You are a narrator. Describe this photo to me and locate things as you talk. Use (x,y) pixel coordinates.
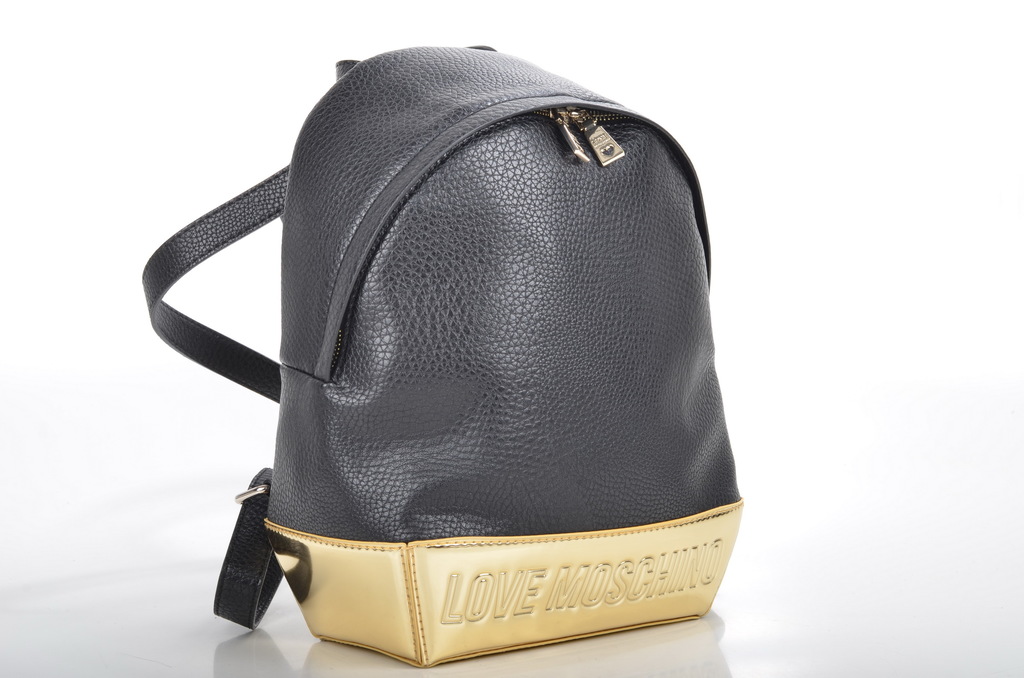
This black and gold color bag (510,457) is highlighted in this picture.
